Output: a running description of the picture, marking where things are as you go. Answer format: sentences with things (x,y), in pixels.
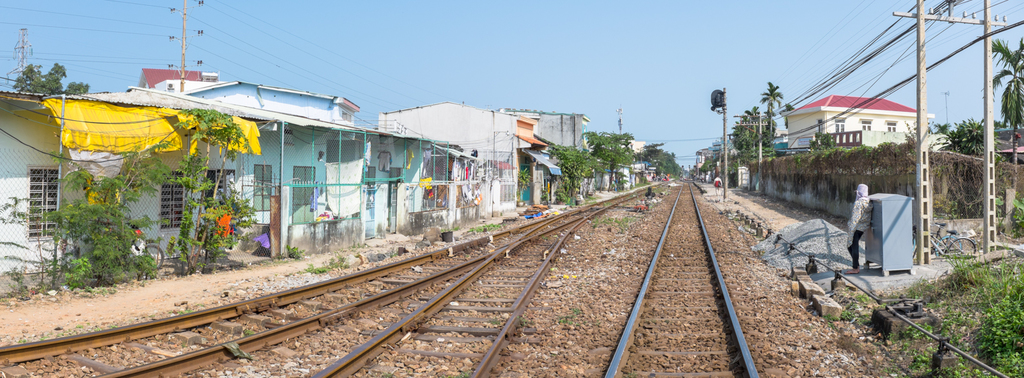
In this image we can see few buildings (491,163), railway tracks (455,321) in the middle (668,246), few trees (567,149) and plants (235,215) in front of the buildings (551,171) and fence (293,207) attached to the building (414,188), there are current poles (923,44) with wires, there is person (861,196) beside the box (875,219) and the sky (421,13) in the background (523,27).
